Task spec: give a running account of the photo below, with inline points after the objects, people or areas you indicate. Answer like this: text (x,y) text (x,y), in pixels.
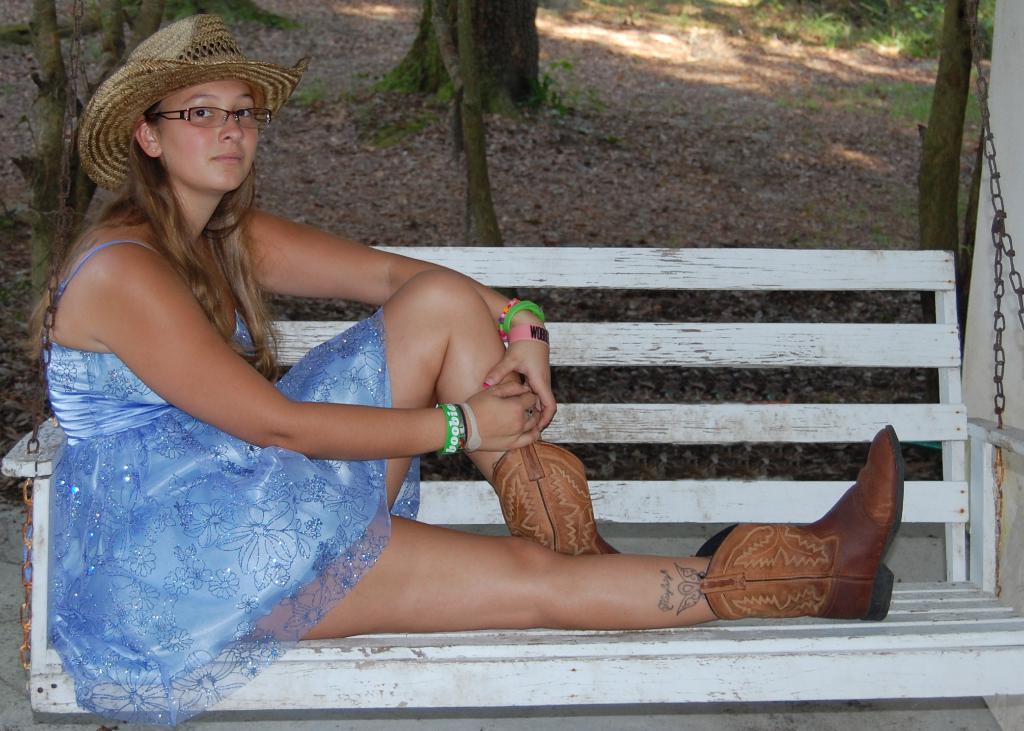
In the image there is a woman (220,450) in blue frock (198,553), boots (869,546) and hat (266,98) sitting on bench (936,679) and behind there are trees (485,87) on the land (581,127).
